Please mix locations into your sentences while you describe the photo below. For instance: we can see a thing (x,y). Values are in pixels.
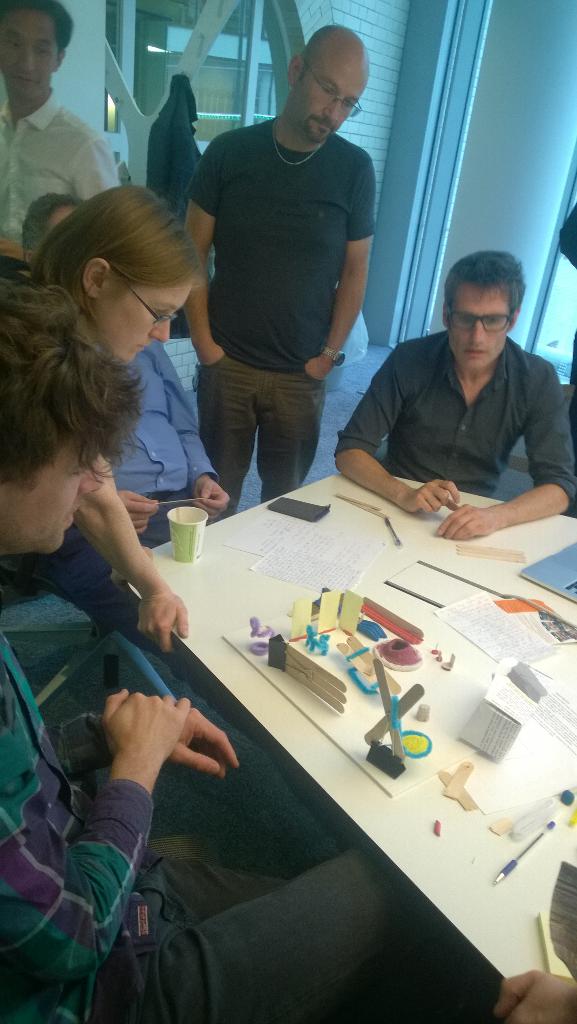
In this image, There is a table (203,569) which is in white color on that table (236,610) there is a glass (191,555), There are some papers (559,705) which are in white color, There are some objects (377,667) kept on the table (230,674), There are some people (539,441) sitting on the chairs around the table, In the middle (231,367) there is a man (236,240) standing, In the background (437,18) there is a white color wall (341,10) and there is a glass door (222,60).
